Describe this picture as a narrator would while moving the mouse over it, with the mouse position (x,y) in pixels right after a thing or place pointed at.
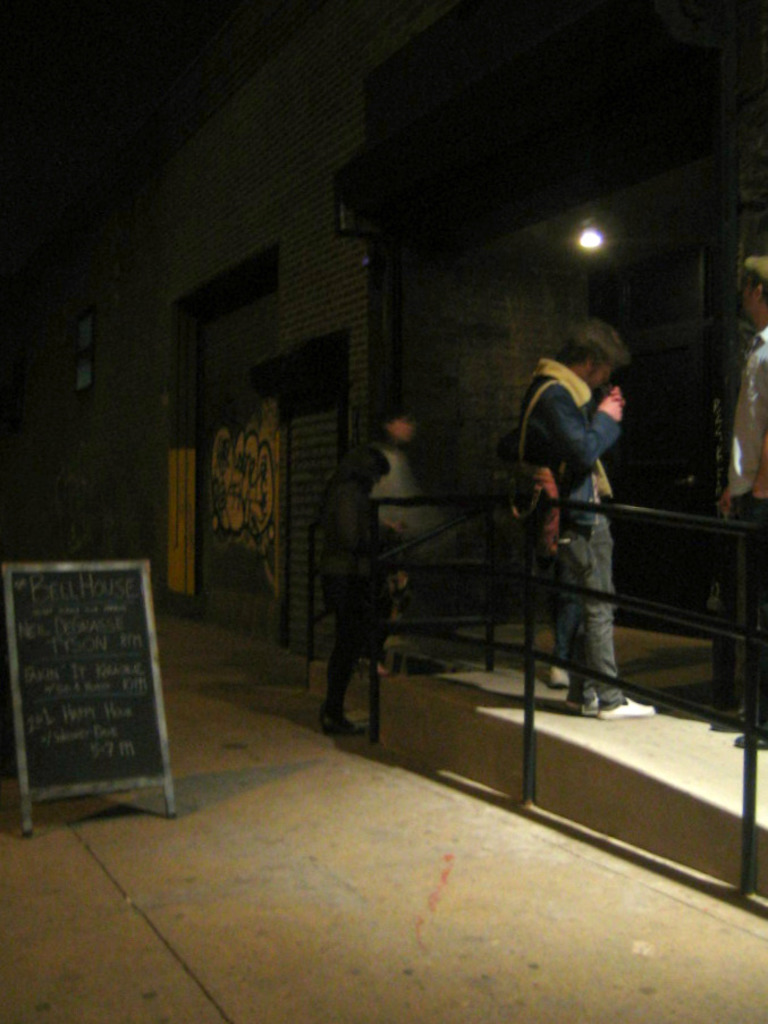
There are four persons (747,308). Here we can see a fence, board (119,584), light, and a wall (418,322).
